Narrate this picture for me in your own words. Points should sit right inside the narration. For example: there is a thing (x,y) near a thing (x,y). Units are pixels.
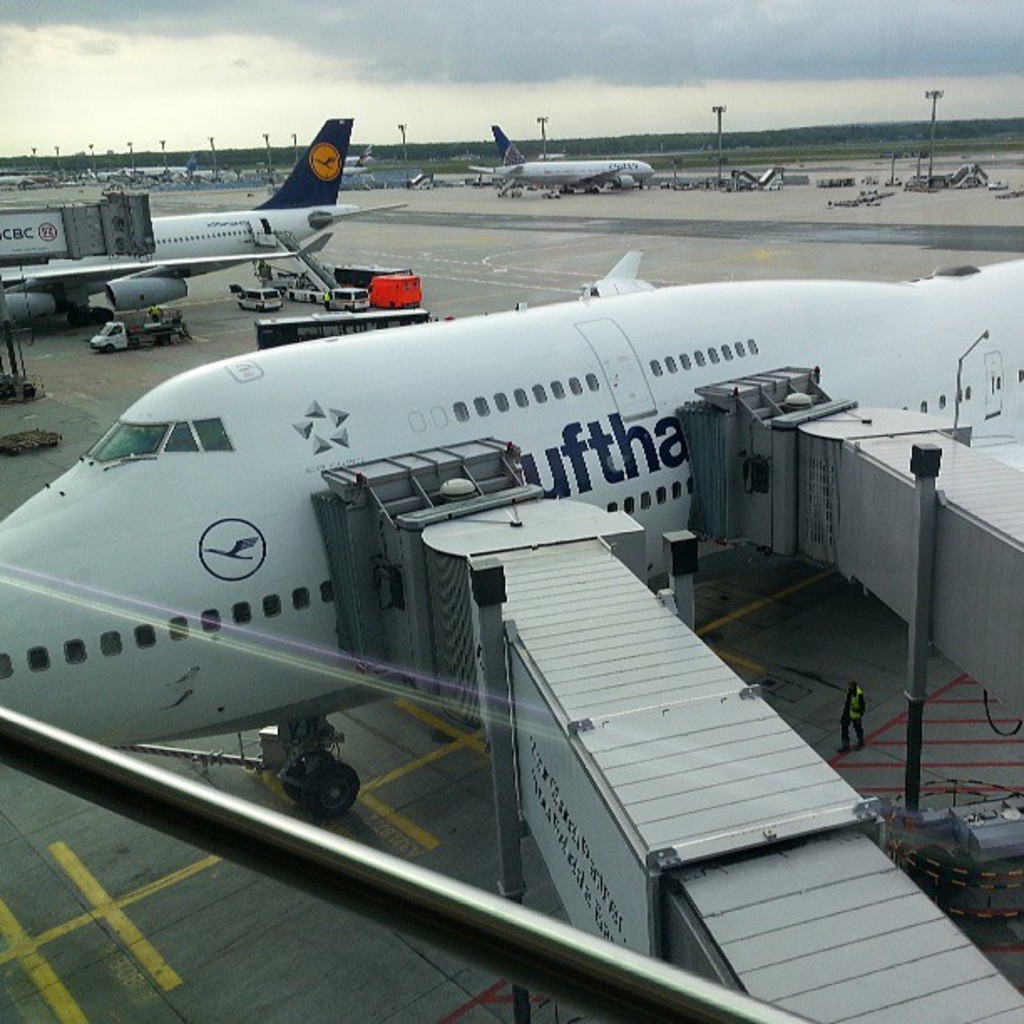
In this image there are some airplanes (168,516) and at the bottom (726,762) there are some vehicles (377,284) machines (928,807) and some persons (860,712) are walking. And in the background (866,144) there are some poles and vehicles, trees (538,141). And in the center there are some vehicles (165,313) and a road (439,222) on the top of the image (331,41) there is sky (522,87).
